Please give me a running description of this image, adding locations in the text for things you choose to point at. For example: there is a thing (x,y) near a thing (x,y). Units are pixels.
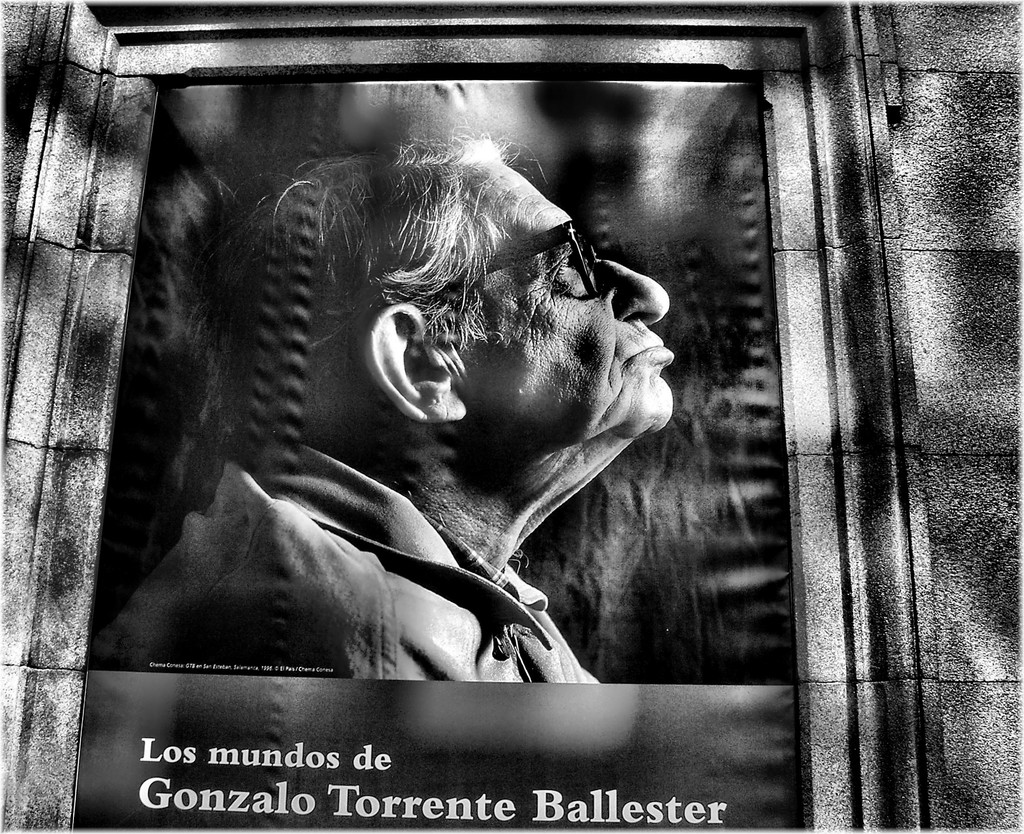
In this image there is a poster (286,406) attached to the wall (908,400). On the poster (421,557) there is a picture (432,484) of a person (475,348) wearing spectacles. Below the picture (414,460) there is some text (265,758).
